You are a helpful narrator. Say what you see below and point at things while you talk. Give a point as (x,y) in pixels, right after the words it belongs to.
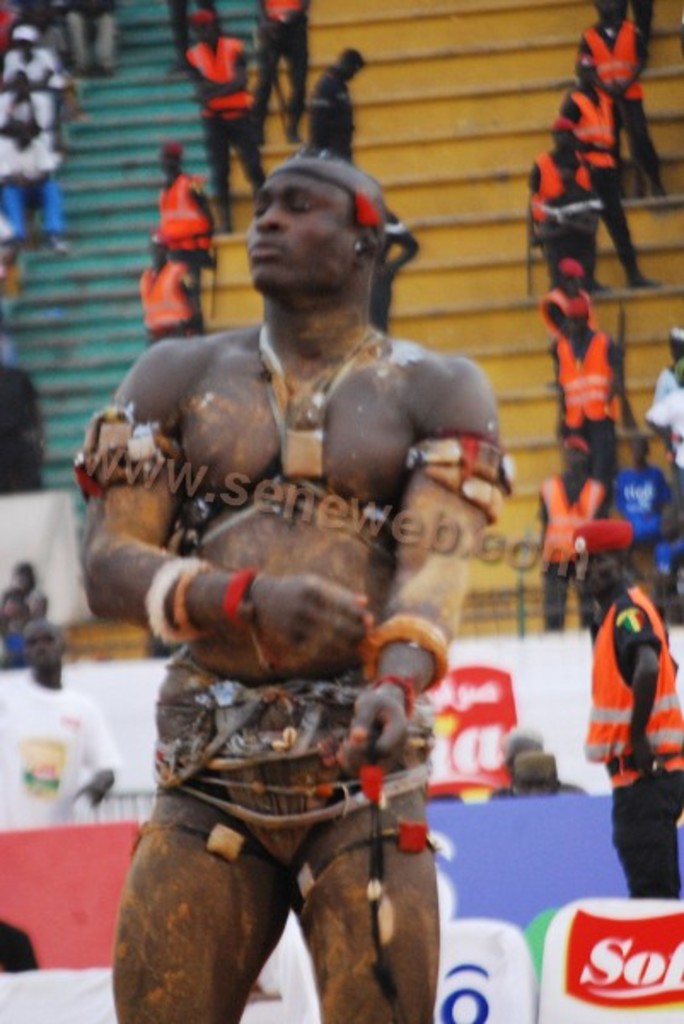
In this image there is a person (338,601) standing, behind the person (367,618) there are a few sponsor boards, behind that there are a few people (387,312) standing in the stands (47,398).
